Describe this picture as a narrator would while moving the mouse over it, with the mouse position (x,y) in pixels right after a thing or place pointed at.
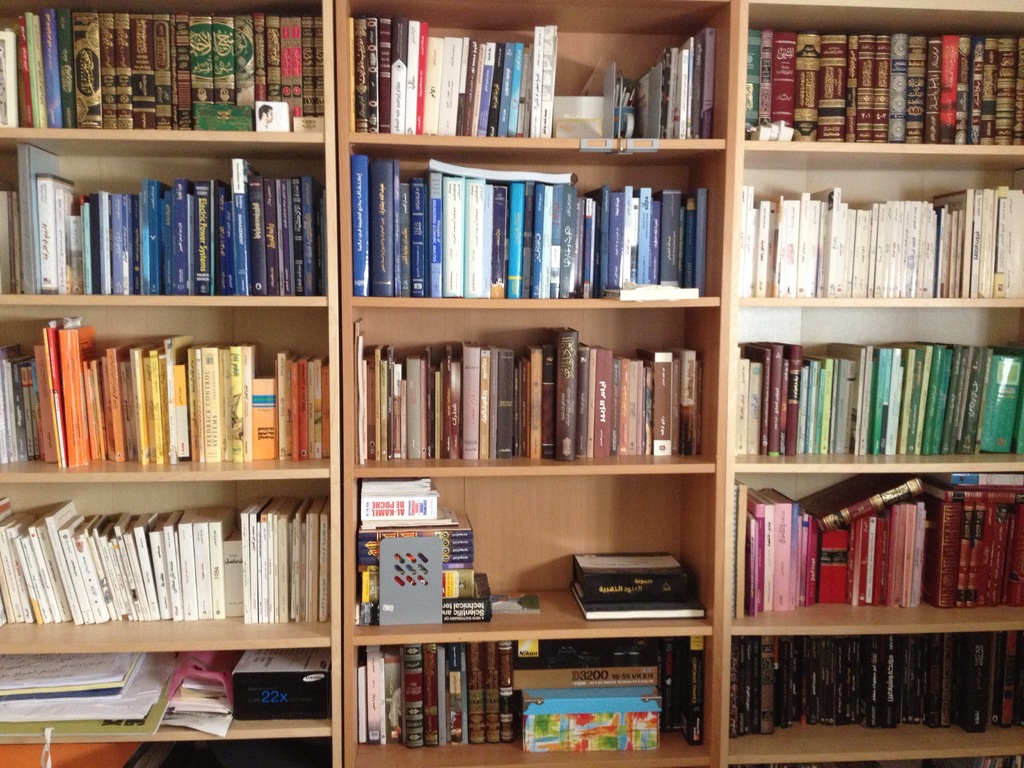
We can see books (458,607) and objects (436,596) in racks (593,38).
